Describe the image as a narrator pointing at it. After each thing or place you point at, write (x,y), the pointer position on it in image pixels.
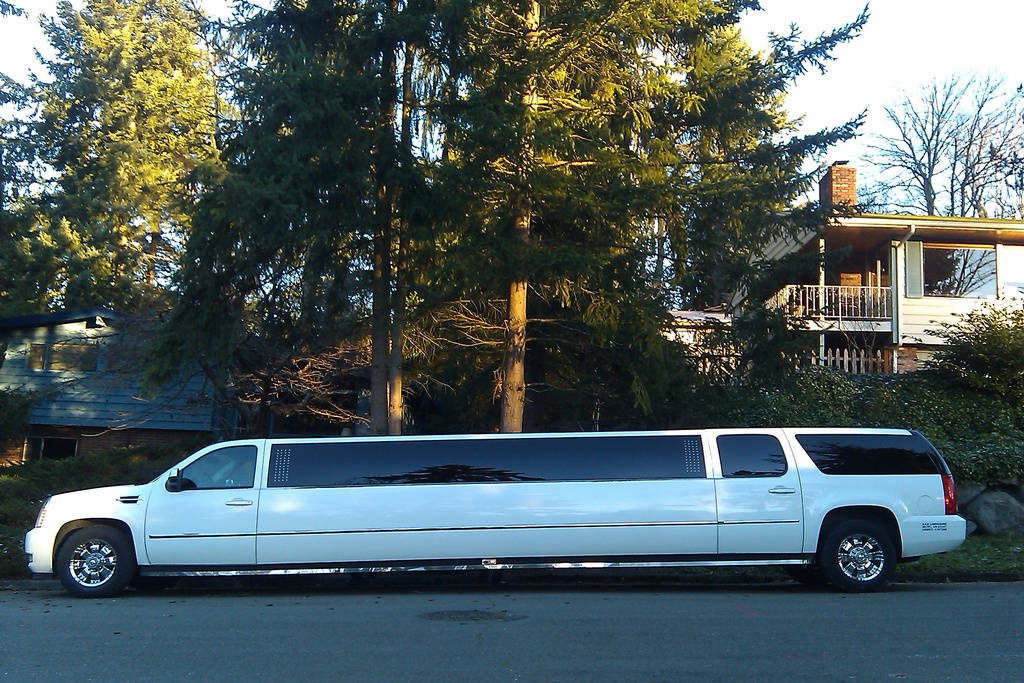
There is a white color vehicle (547,506) on the road (671,652) and there are buildings (812,286) and trees (438,280) in the background (495,265).
